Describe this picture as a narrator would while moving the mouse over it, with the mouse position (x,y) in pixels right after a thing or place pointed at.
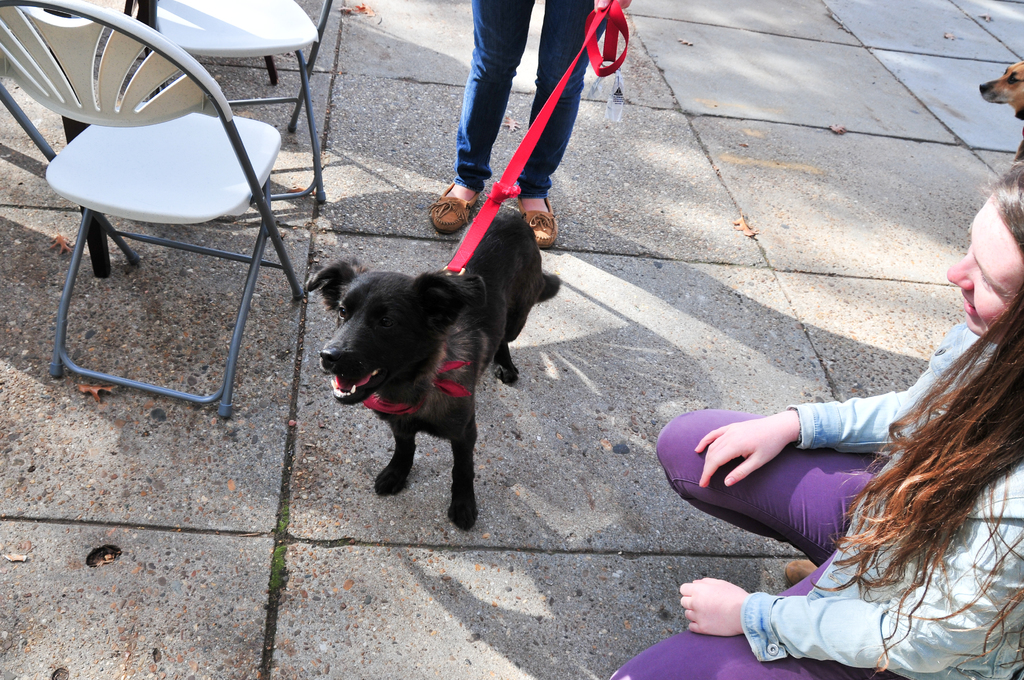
The picture is taken on the road (361,490) where at the right corner (882,489) one woman (957,563) is sitting wearing purple pants (743,671) and light-blue denim jacket (926,607), in front of her there is a dog (455,487) which is tied with red belt (485,228) and the belt (613,12) is in a person's hand (596,7) beside him there are chairs (137,105) and table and at the very corner another dog (1004,97) is present.
